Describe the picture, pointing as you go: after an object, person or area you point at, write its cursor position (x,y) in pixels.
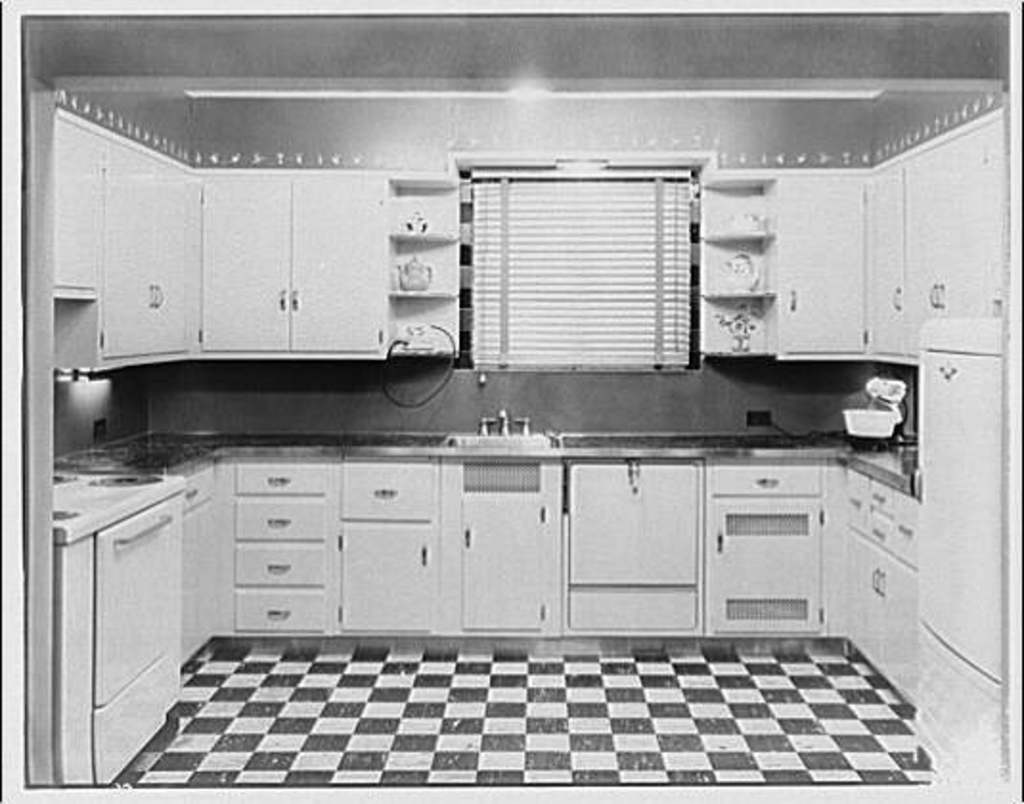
This is a black and white image of a kitchen (345,610). In this image we can see a table (236,592) containing a sink (502,445) with some taps (488,435), the stove (128,536) and a dish washer (608,607) under the table (157,460). We can also see some objects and a teapot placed in the shelves (452,275), a window (576,307) and a ceiling light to a roof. On the right side (980,759) we can see a refrigerator (983,710) placed on the floor (626,661).
